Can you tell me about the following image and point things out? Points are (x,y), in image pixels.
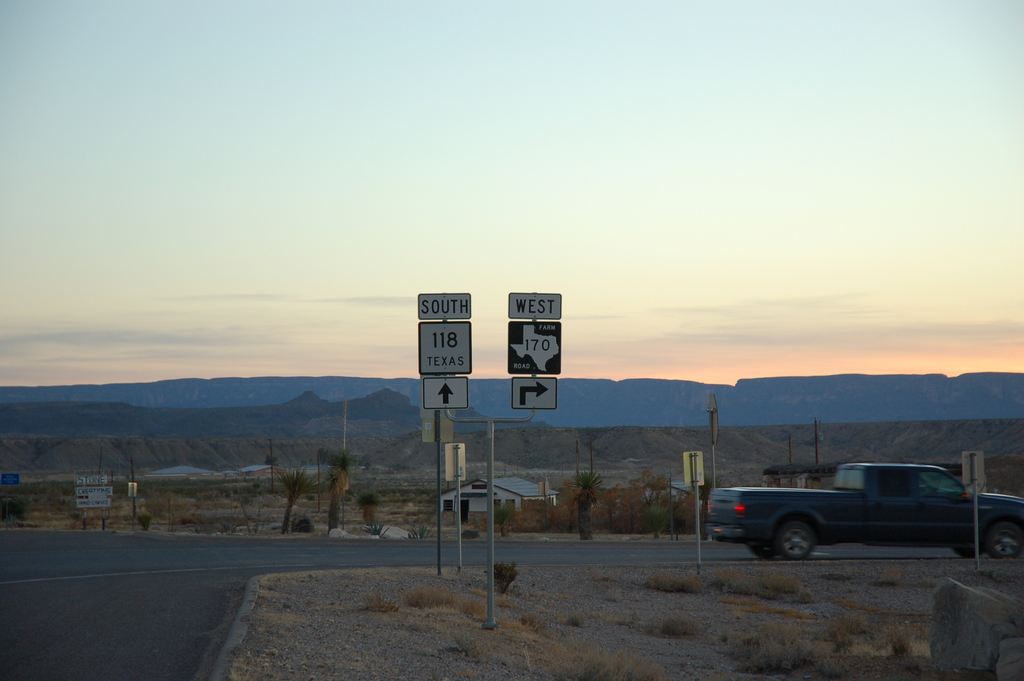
In this picture we can see poles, boards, grass (689,584), plants (142,518), and trees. There is a vehicle (854,516) on the road (156,542). In the background (128,430) we can see mountain (647,417) and sky (527,240).
